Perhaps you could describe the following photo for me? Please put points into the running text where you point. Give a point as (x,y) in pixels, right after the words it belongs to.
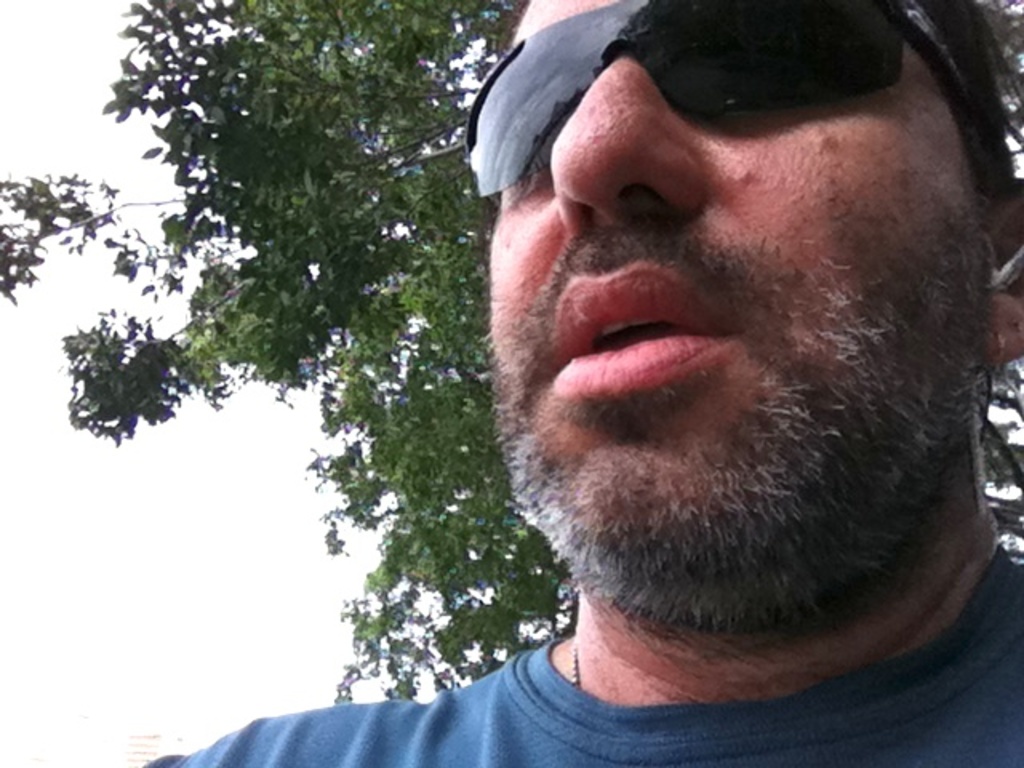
This is the picture of a person face (534,385) to which there are spectacles (516,139) and behind there is a tree (405,156).
